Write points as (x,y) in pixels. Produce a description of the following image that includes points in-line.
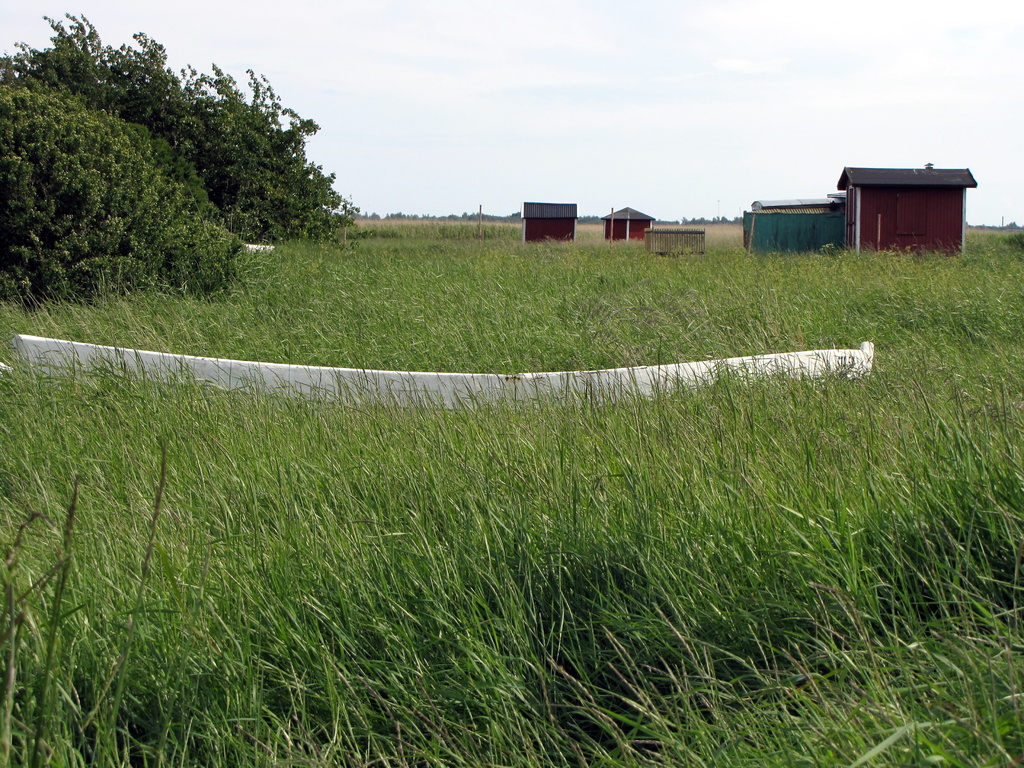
This picture is clicked outside. In the foreground (362,521) we can see the green grass (298,577) and a white color object (300,367) and we can see the trees (178,203), cabins (562,204) and some other objects (682,247). In the background (521,86) we can see the sky (633,86).
